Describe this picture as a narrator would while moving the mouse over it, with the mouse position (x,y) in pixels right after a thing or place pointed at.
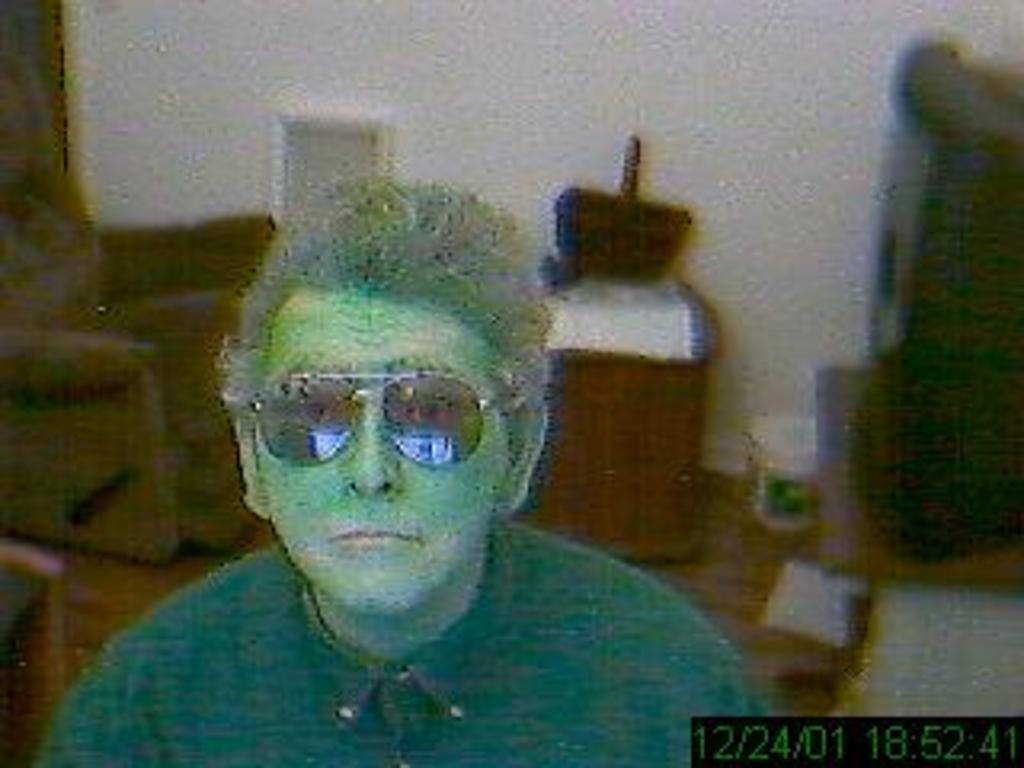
In this picture we can see a person (434,297). There is a chair (16,471) and a basket (595,303) on a wooden desk (582,311). We can see year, date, month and time (895,755) on the right side (778,729). A wall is visible in the background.
